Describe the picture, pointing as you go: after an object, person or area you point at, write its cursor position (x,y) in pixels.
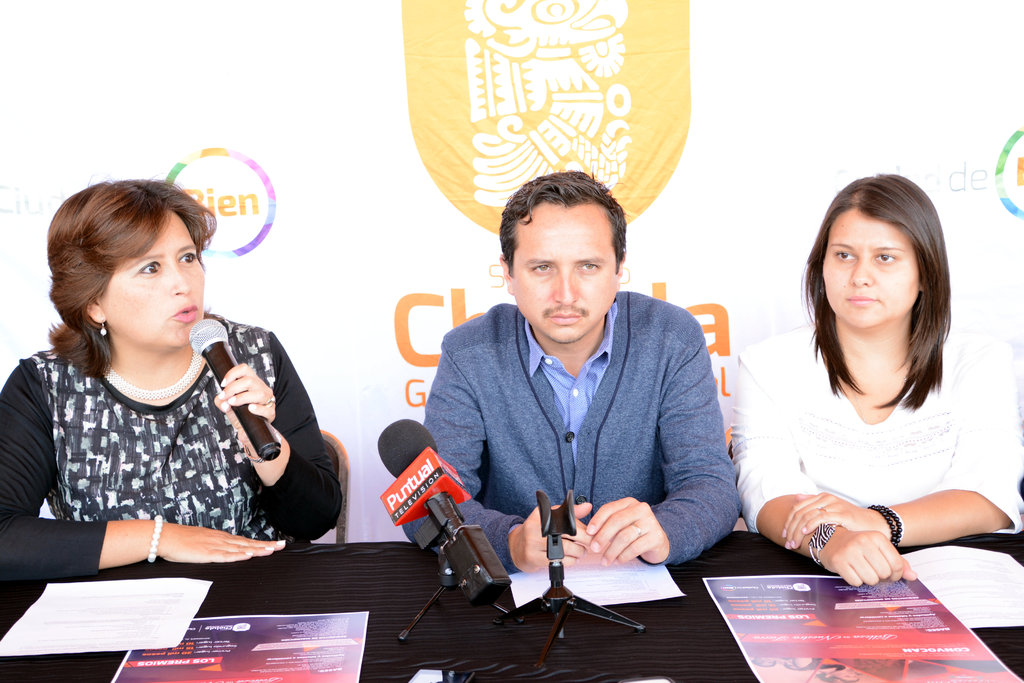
In this image there are two women (821,355) and a man (469,365) sitting, the woman (255,400) is holding a microphone (263,421), in front of a man (501,414) there is a micro phone (442,486), there are five papers (516,598) on a table (443,657) at the back side (356,402) there is a banner (227,55).
